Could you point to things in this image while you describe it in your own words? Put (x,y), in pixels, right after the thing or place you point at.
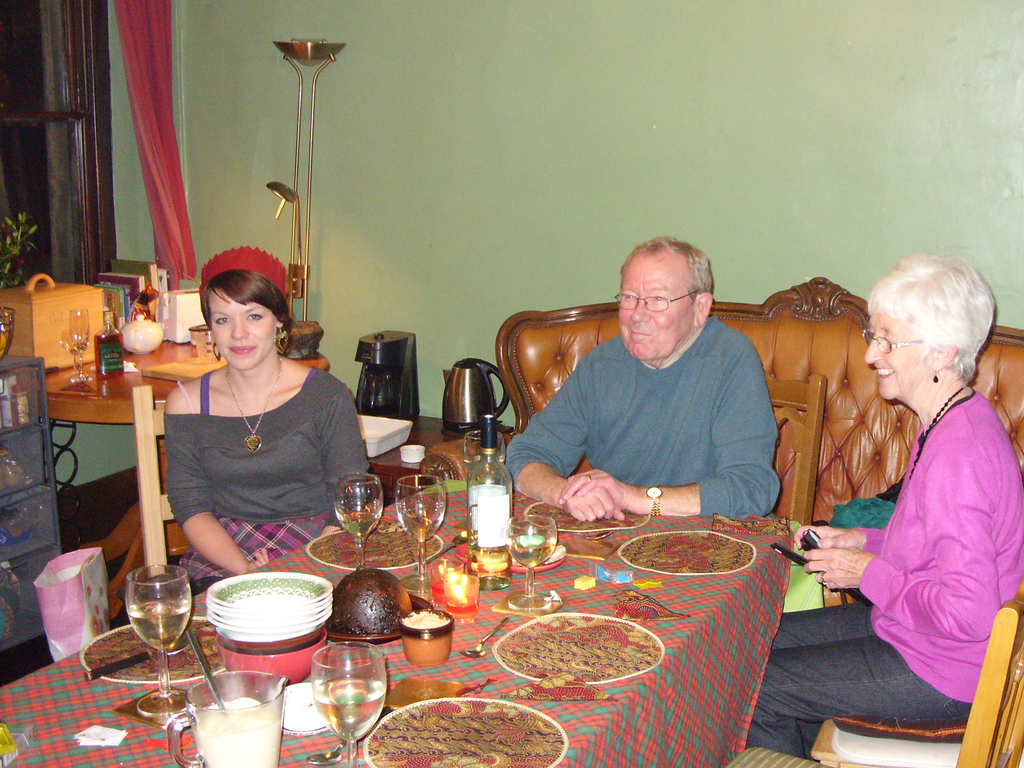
there are three person (540,437) sitting on chairs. Lady (342,446) in the left (267,420) is wearing a cap (252,267). And the man (665,418) is wearing a watch (652,496) and a specs (639,300). There is a table (573,607) in front of them. On the table (463,626) there are mats (543,624), glasses (339,649), plates (260,610), bowls (421,632), food items (430,620) and bottles (497,485). Behind them there is a wall (568,158), a sofa (817,315) and another table (97,389). On the table (77,389) there is a box (59,300), basket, bottle (109,342), glasses (82,328), teapot (148,326), books (140,263) and many other item (144,312). There is a curtain (147,104) and window (101,152) in the background (94,177).
